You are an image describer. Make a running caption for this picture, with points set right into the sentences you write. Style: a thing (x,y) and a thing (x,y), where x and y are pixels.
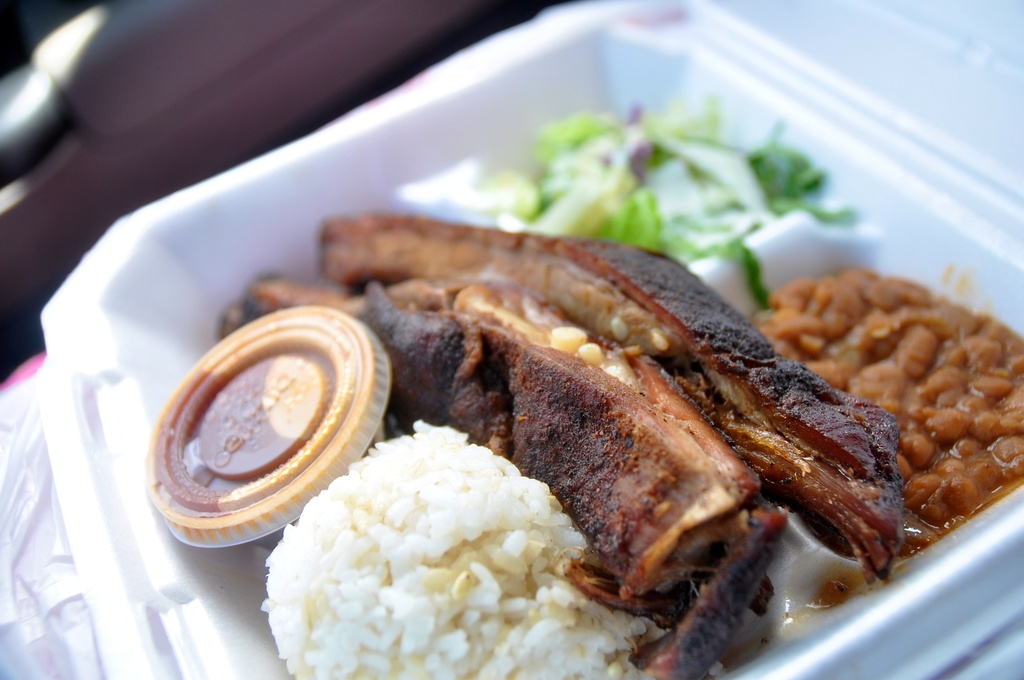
In this image I can see the food items (477,414) in white color box (93,449). Food (773,414) is in brown, black, green and white color. Background (400,36) is blurred.
